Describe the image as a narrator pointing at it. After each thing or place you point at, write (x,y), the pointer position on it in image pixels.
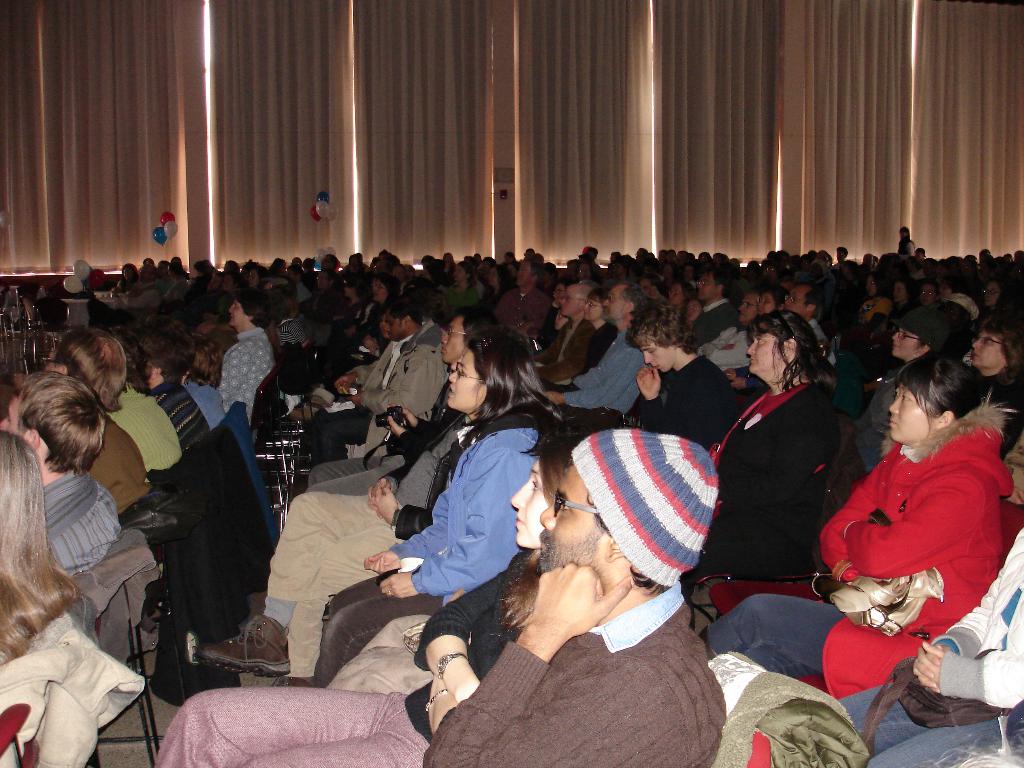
This picture is taken inside the room (191,441). In this image, we can see a group of people (343,496) sitting on the chair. In the background (149,295), we can see a table (87,303), on the table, we can see balloons (82,287). In the background (173,56), we can see curtains (751,117) and balloons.
